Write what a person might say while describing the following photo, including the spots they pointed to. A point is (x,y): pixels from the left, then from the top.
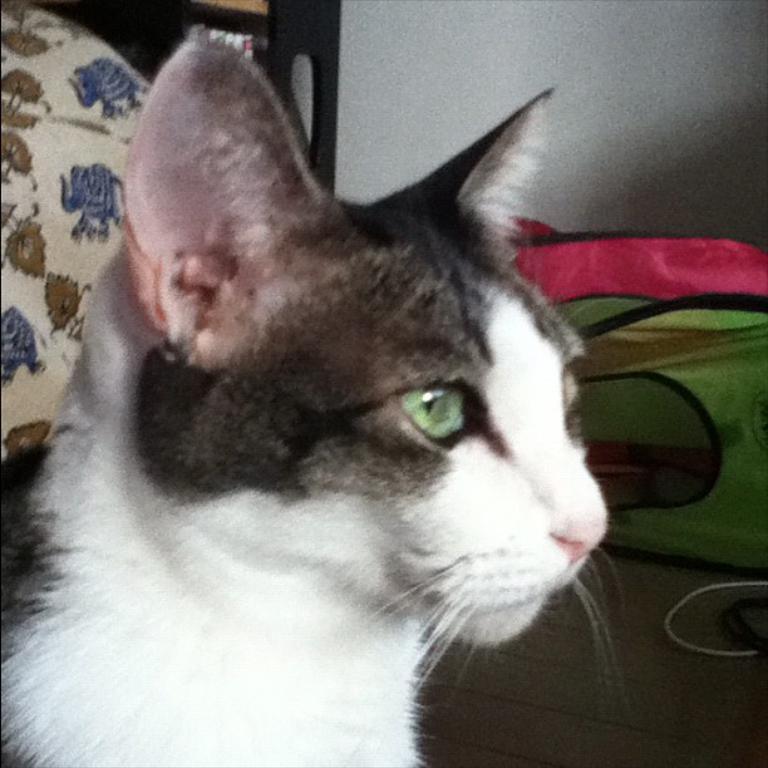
In this image I can see a cat (268,508) is looking at the right side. In the background (59,237) there are few clothes (706,337) and a wall (567,23). At the top of the image (292,27) there is a wooden object (337,66).
